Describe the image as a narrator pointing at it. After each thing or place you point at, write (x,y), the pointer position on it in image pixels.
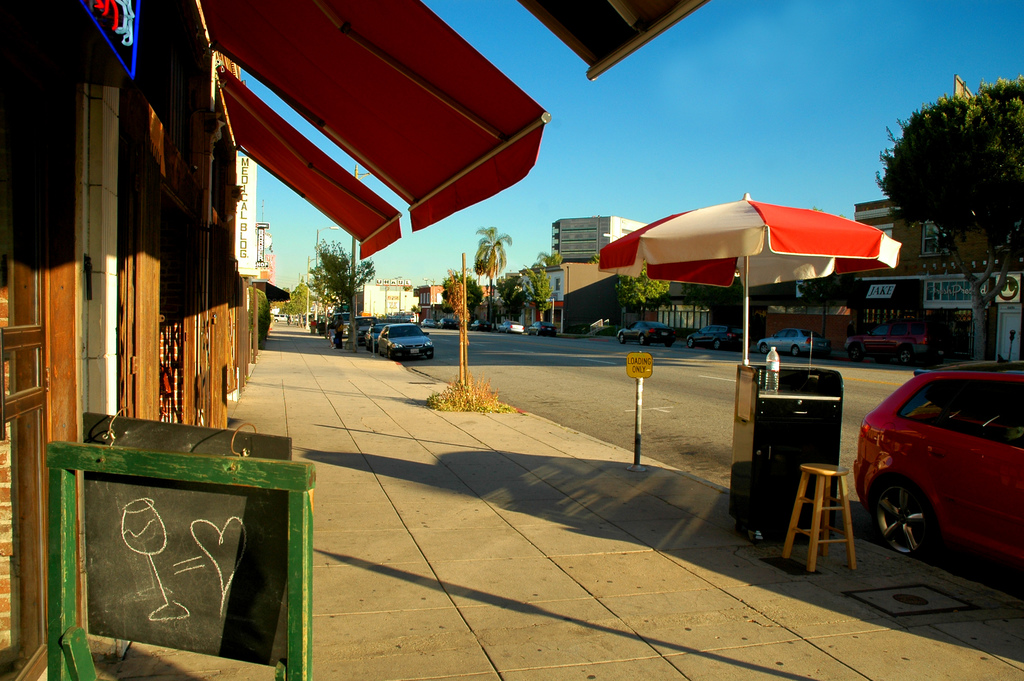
In this picture there are buildings (158,264) and trees (993,191). In the foreground (184,427) there is an umbrella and there is a stool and there is a bottle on the table (752,418) and there is a board (296,643) and there are boards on the buildings (205,194) and there is text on the boards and there are vehicles (429,344) on the road (725,368) and there are poles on the footpath (606,442). At the top (760,115) there is sky (852,118). At the bottom (662,457) there is a footpath (607,520).
